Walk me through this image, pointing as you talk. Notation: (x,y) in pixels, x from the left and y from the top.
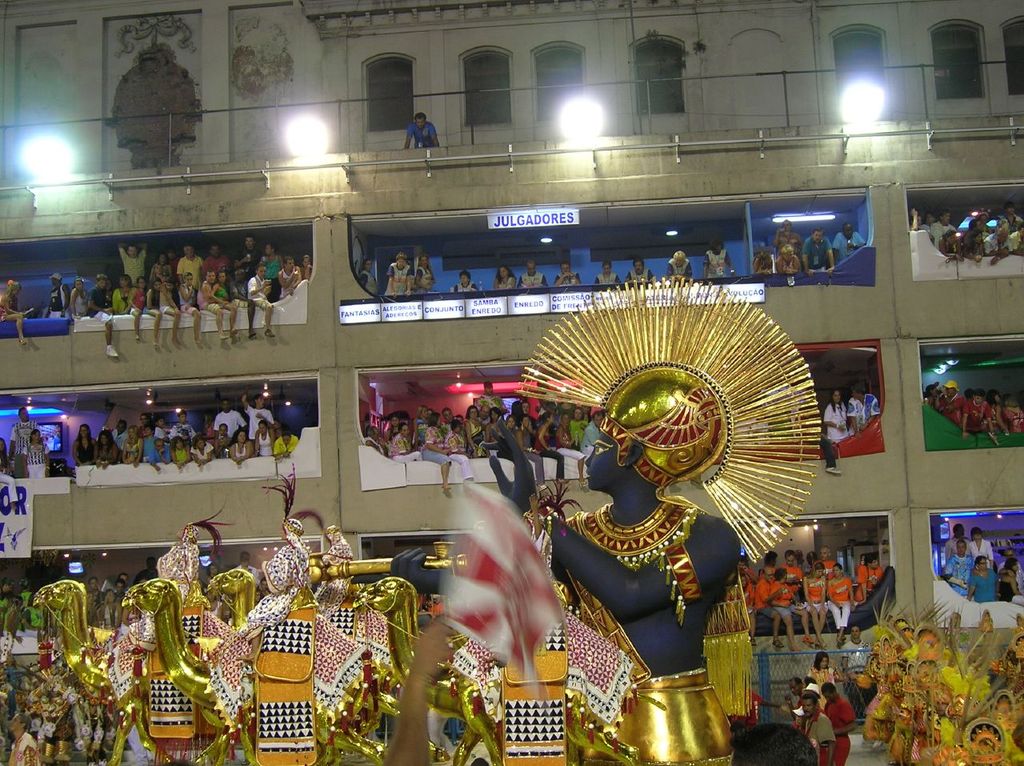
In this image in the middle (631,450) there are statues (461,643), decorations (565,586). At the bottom (882,698) there are people (829,673). In the background (809,662) there are many people (863,655), building (477,187), lights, walls (314,92), windows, posters (516,313), text (499,308), sign boards (551,302) and wall (875,489).
